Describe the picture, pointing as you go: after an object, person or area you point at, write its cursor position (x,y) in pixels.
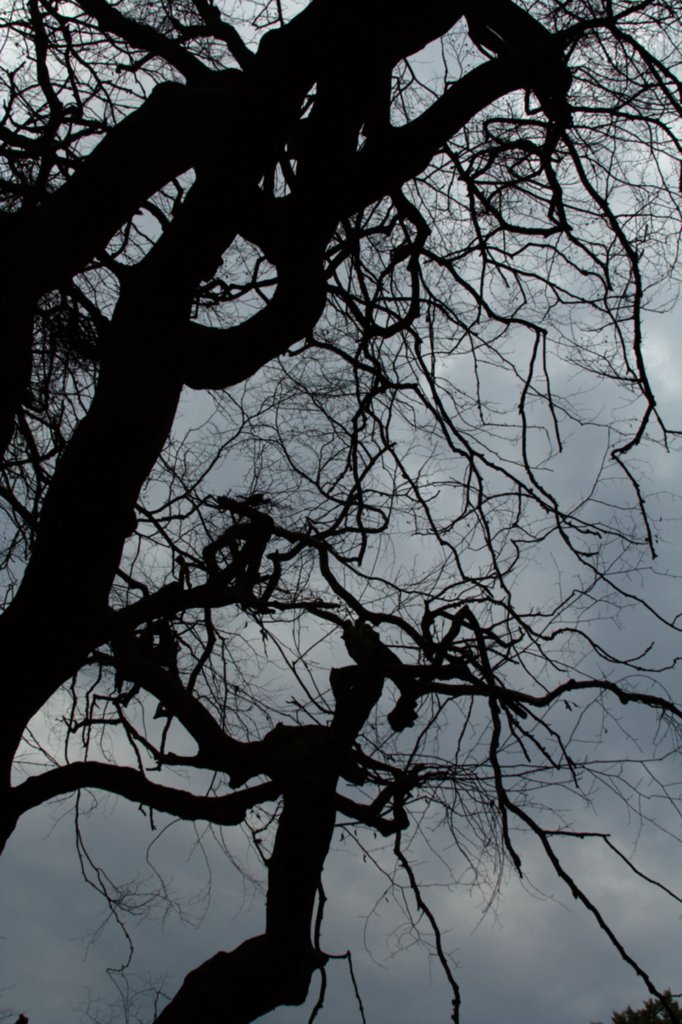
In the image in the center (282,547) we can see sky (312,417), clouds (667,939) and trees (388,445).
